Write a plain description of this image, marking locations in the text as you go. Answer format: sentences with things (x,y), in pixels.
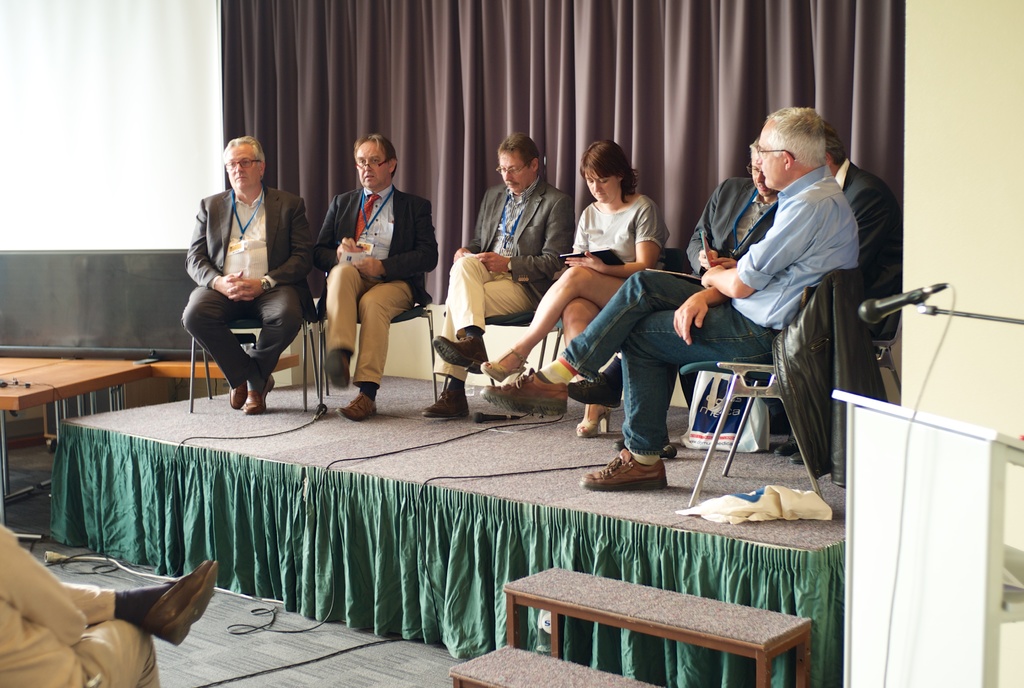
There are group of persons (338,260) in different color dresses (220,229) sitting on chairs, which are on the stage (394,415). In front of them, there is another person (39,632) sitting on a chair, which is on the floor (237,668). On the right side (911,646), there is a white color stand (877,459) near a mic (919,293) and stand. On the left side (153,365), there is a screen (78,248) near a wooden table (88,368). In the background (244,43), there is a curtain (673,81).
